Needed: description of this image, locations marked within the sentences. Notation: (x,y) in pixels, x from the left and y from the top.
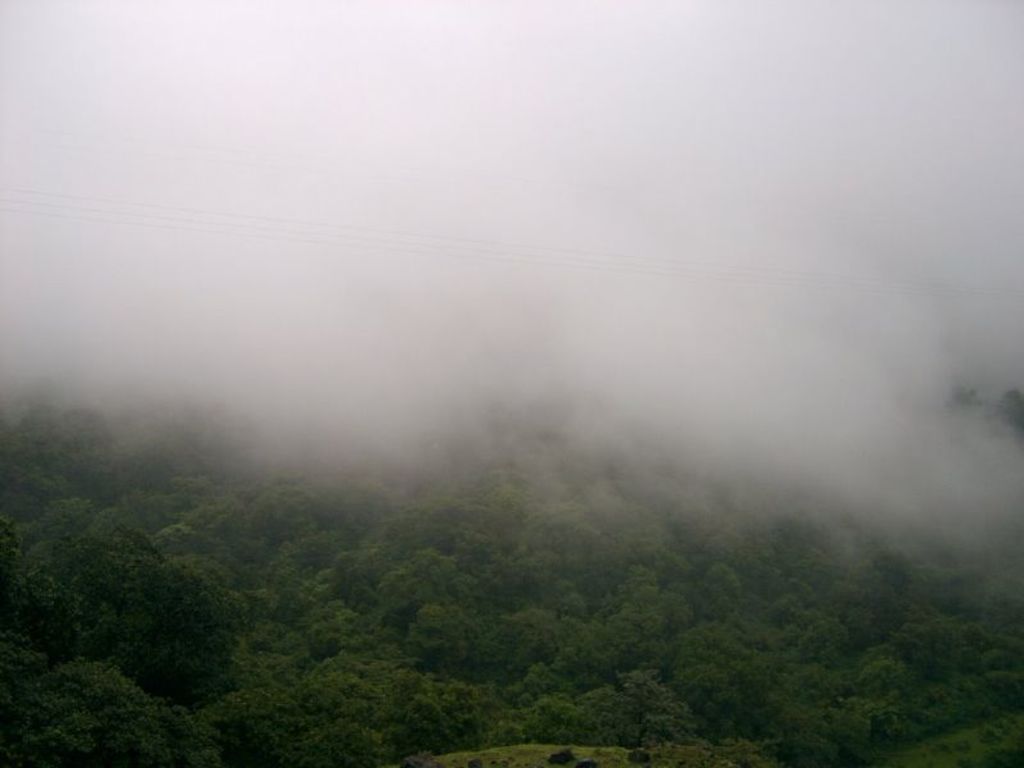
In the down side there are green color trees (609,672). At the top (716,116) it's foggy.
